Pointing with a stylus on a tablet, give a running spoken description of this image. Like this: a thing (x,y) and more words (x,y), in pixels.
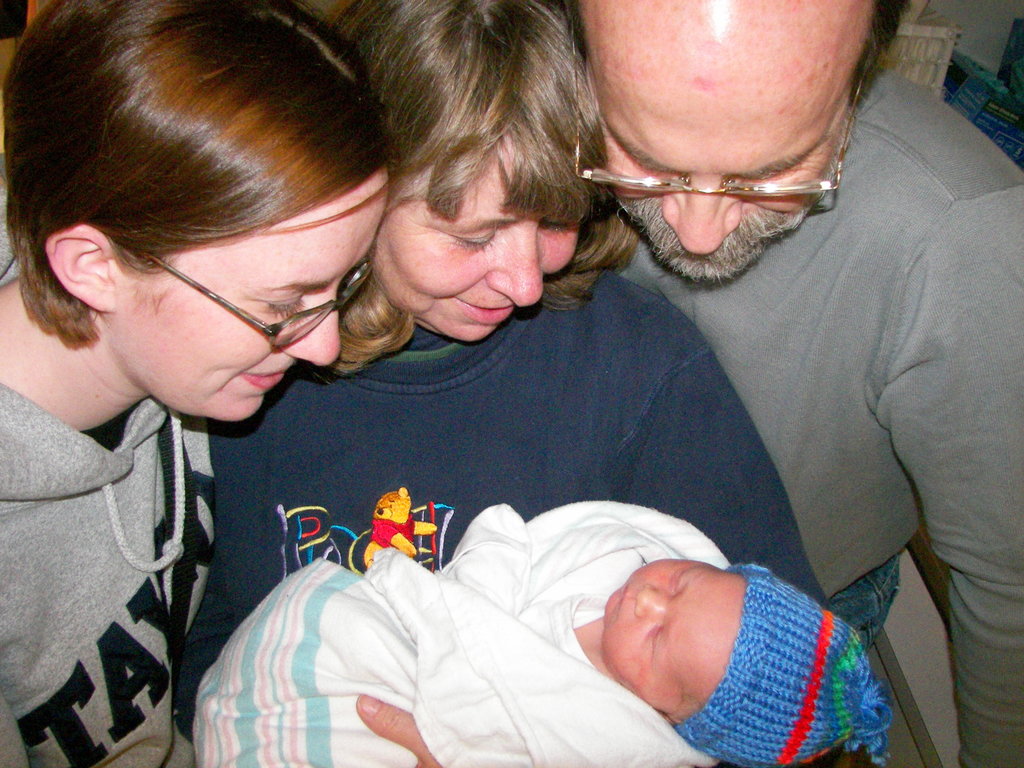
In the image in the center (568,267) we can see three persons (501,156) were standing and they were smiling, which we can see on their faces (724,154). And the middle person (541,300) is holding baby (358,574).
